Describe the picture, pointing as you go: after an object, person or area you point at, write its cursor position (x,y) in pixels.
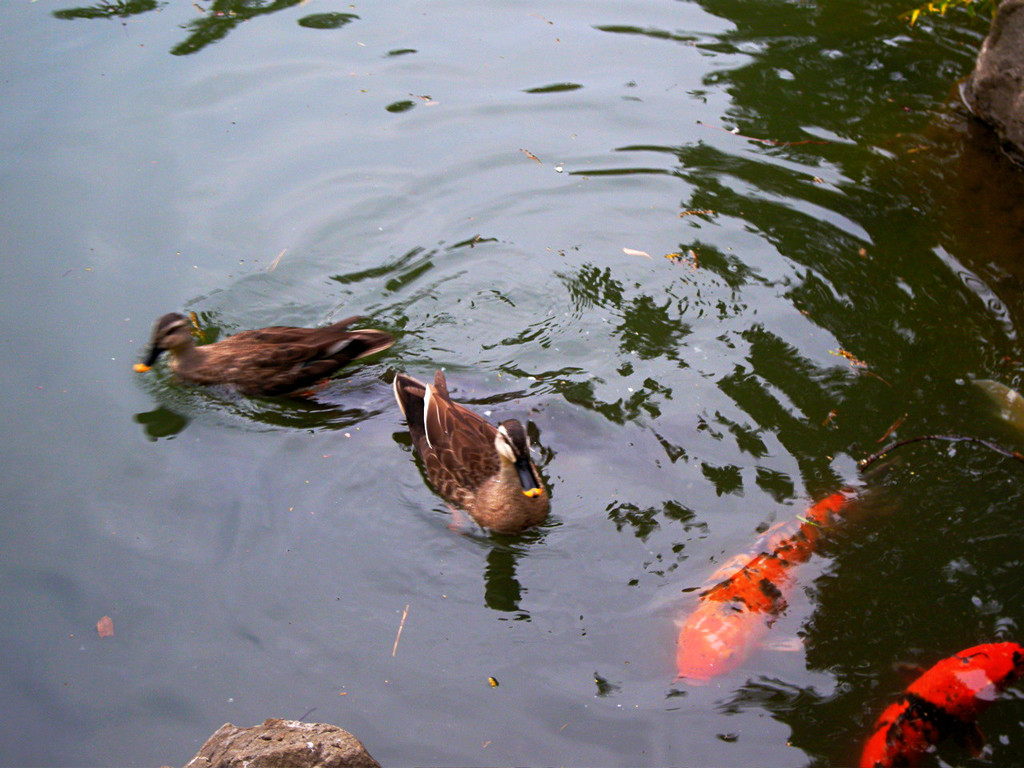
In this picture we can see a water body (247,294). In the middle of the picture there are ducks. On the right (954,682) we can see fishes (740,583) inside the water (840,672). At the bottom (332,735) there is a rock like object (315,745).
